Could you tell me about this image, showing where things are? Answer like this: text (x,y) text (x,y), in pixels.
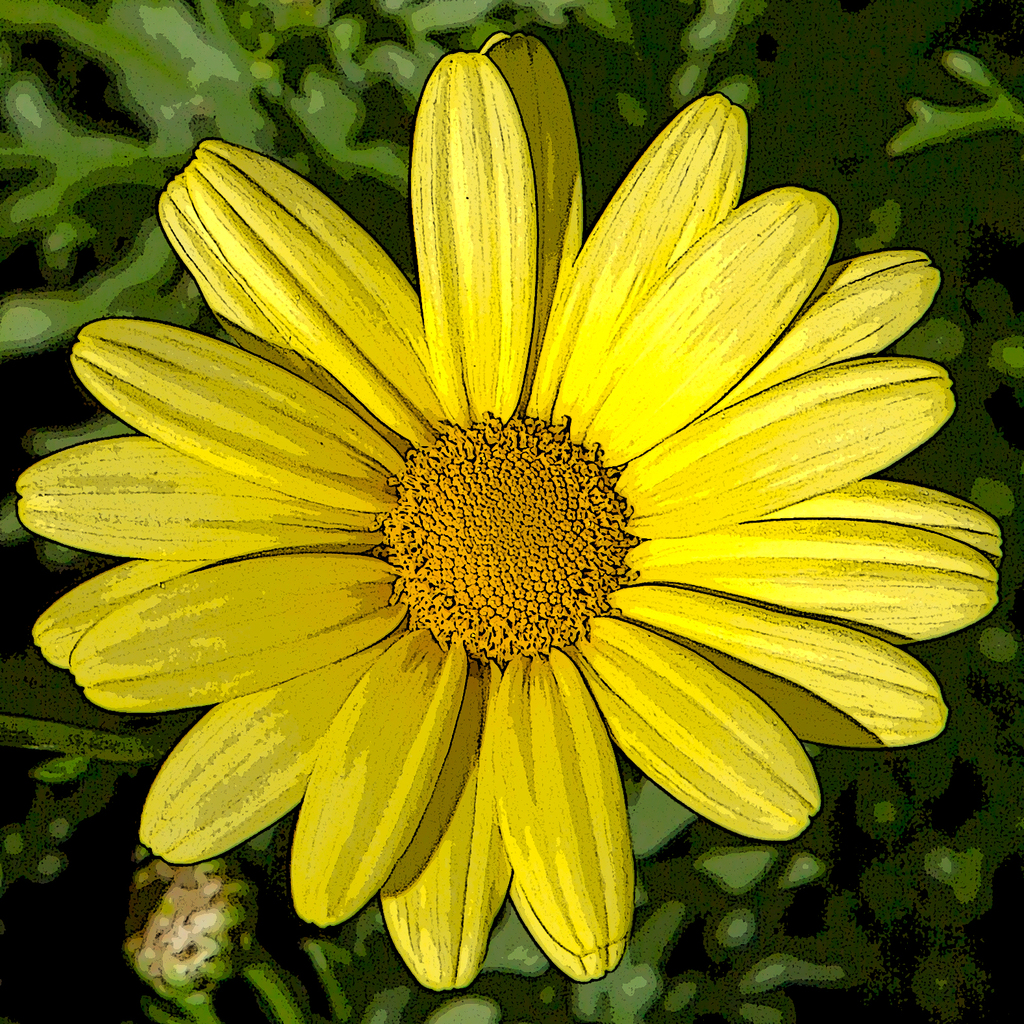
In this picture I see a yellow color flower (233,560) and few plants (631,93) and the picture looks like a painting.
